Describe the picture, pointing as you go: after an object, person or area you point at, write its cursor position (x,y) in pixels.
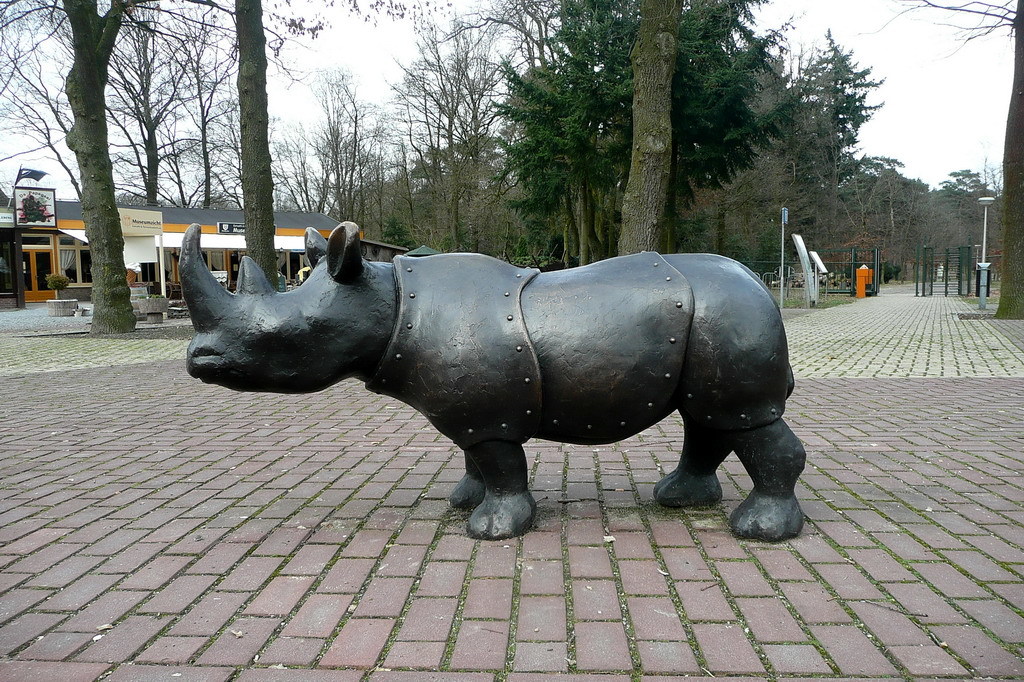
In this image I can see there is a statue (398,369) of a rhinoceros (767,488) and in the background (110,239), I can see there are trees (252,180), poles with lamps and there is a building (56,202) in the background (24,274) and the sky (288,103) is clear.
